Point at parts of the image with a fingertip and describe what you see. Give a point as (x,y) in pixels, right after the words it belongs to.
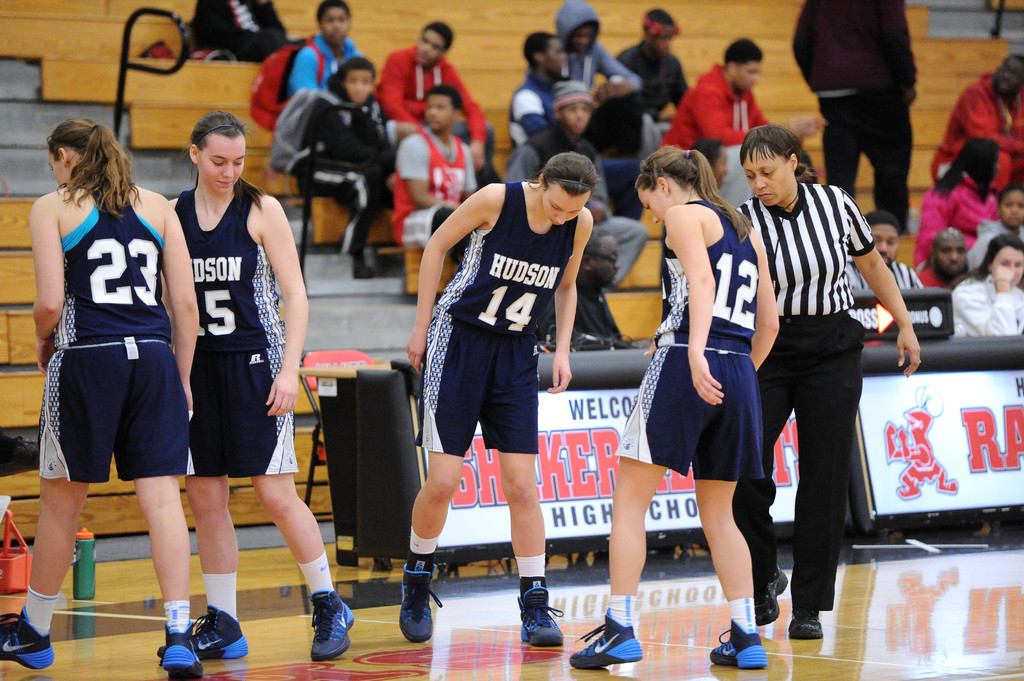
In this image we can see players (174,335) and referee (809,425) on the ground (917,599). In the background (511,107) we can see stairs (11,95), persons (902,39) and advertisement (612,455).
